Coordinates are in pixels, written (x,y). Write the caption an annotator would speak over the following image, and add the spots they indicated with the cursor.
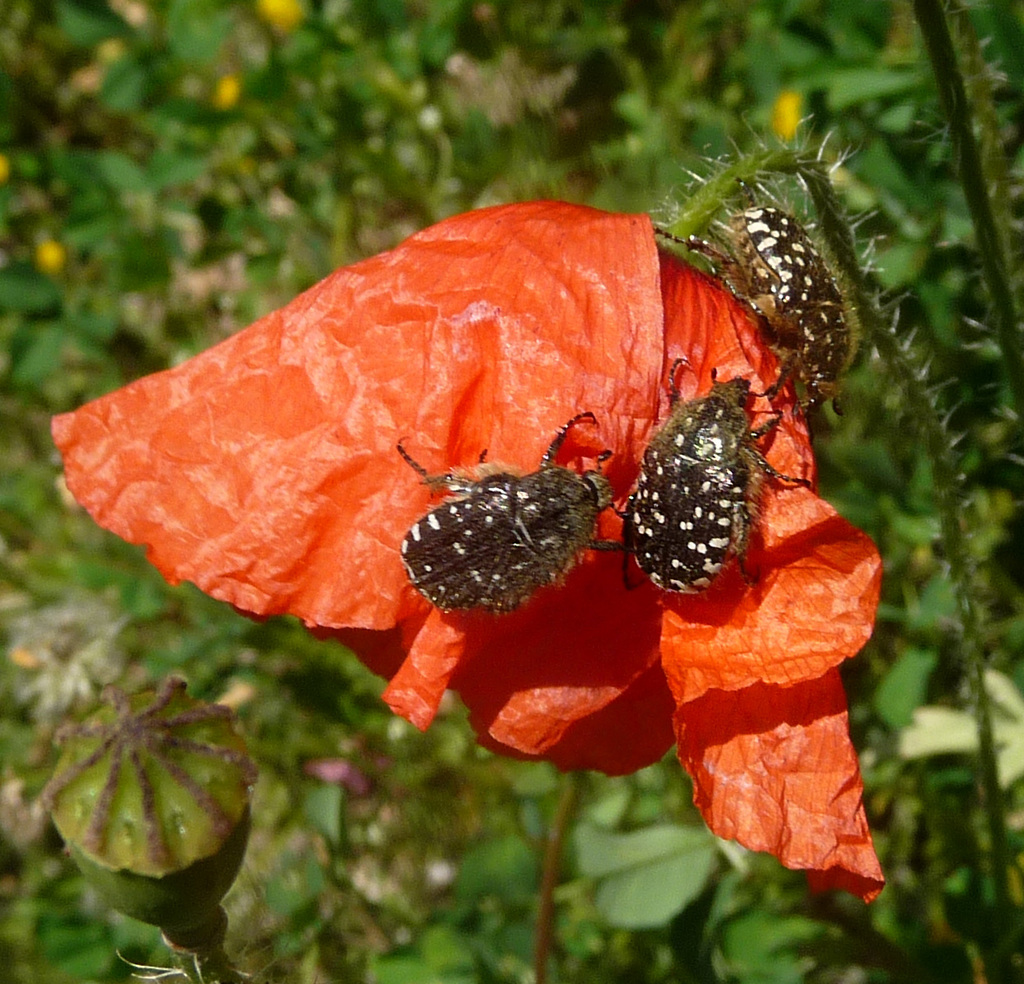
In this picture we can see insects (417,539) on a flower (540,621) and in the background (496,125) we can see plants (904,367) and it is blurry.
